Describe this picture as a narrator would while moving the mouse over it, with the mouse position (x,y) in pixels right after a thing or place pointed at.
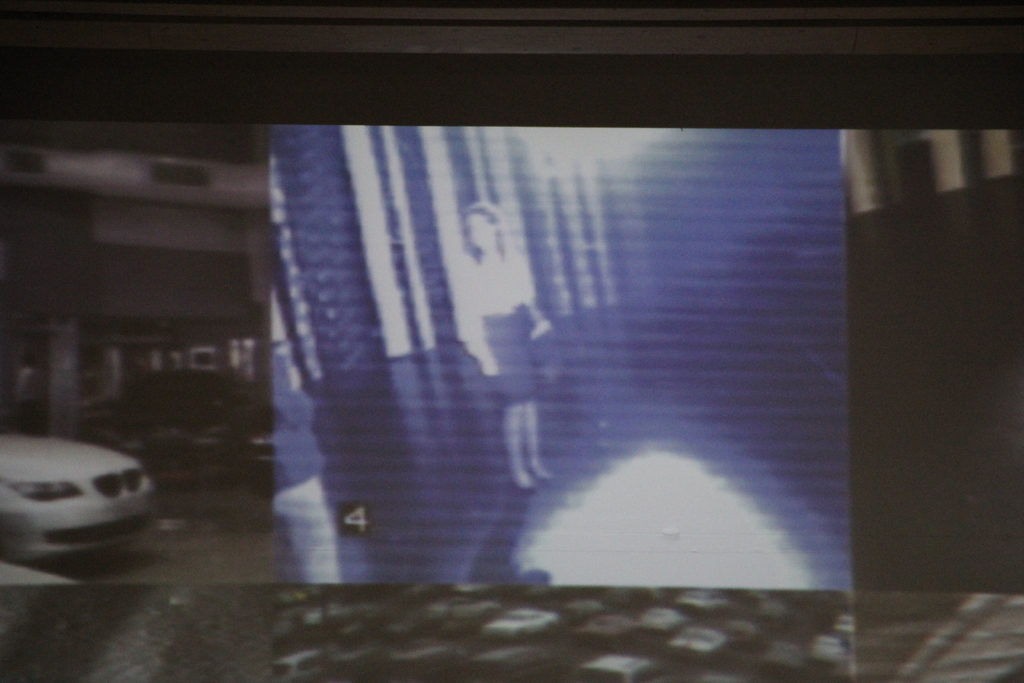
On this screen (326,420) we can see people (306,566) and vehicles (61,453).
